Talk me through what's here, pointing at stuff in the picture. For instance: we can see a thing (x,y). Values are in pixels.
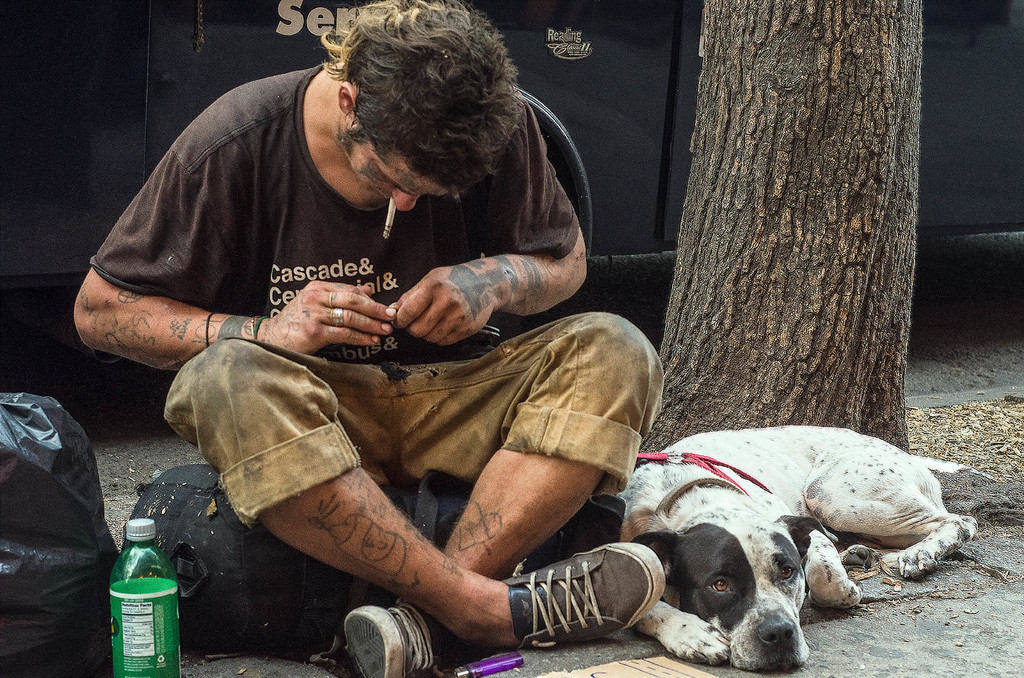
As we can see in the image there is a tree stem (833,323), dog (799,532) and a man (501,527) sitting over here. On the left side (45,537) there is a black color cover (49,555) and a bottle (150,616).
